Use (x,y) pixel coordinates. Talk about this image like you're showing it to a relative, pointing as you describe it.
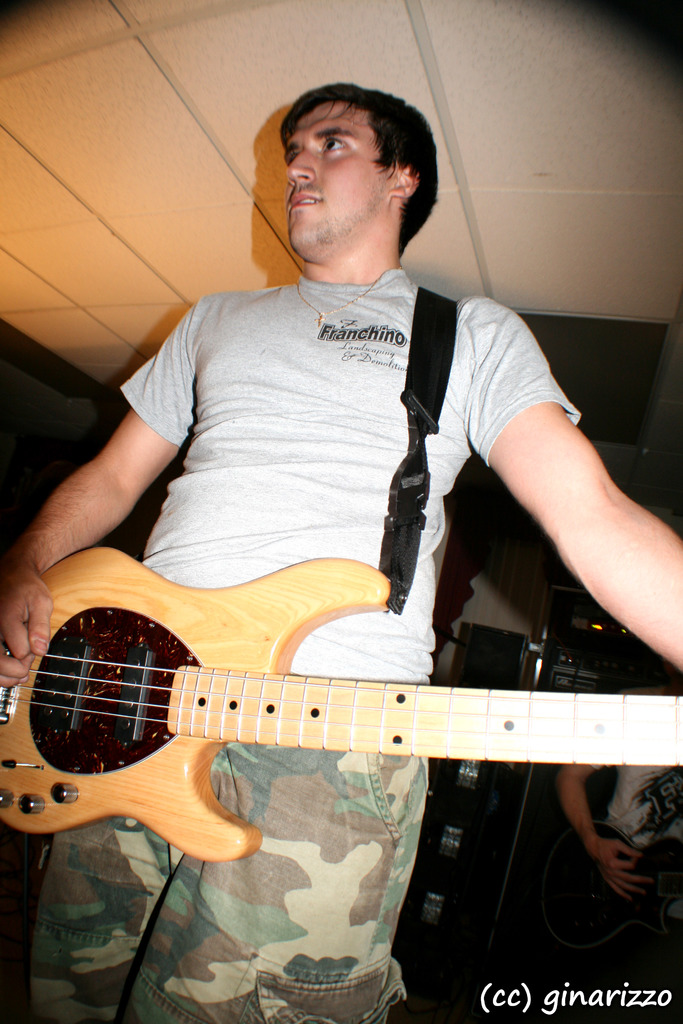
In the image we can see there are two persons (411,661) who are holding the guitar (368,715) in their hands (618,848).
